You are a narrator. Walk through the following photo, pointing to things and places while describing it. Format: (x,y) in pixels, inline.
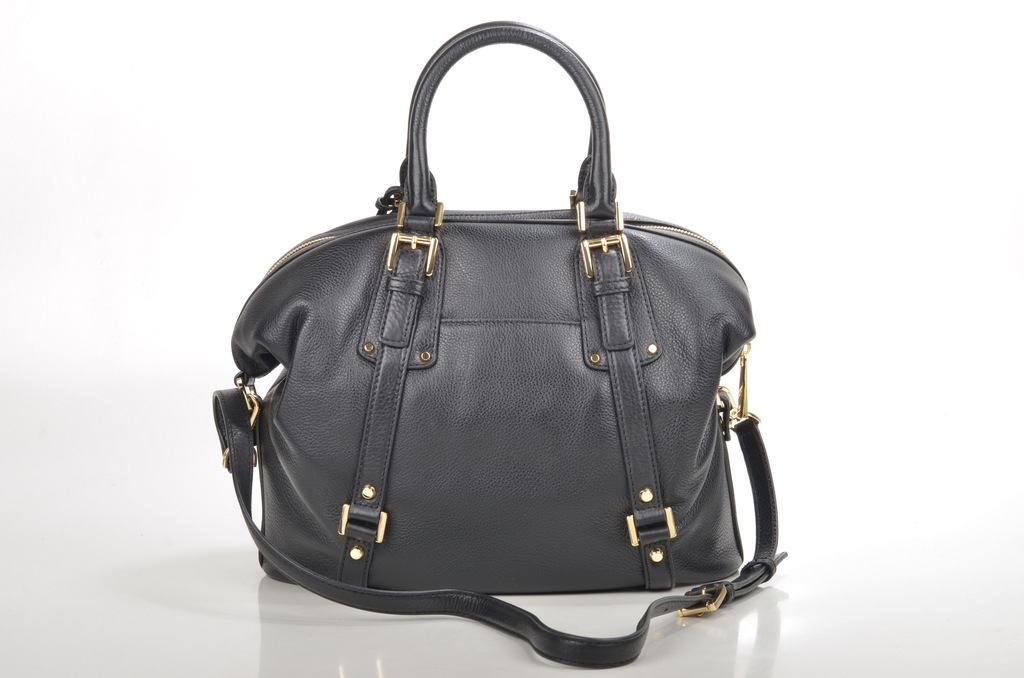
There is a beautiful black hand bag (409,363) on which gold color buckles (415,247) are placed and it has a zip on top of it and there is a U shaped handle (591,123) is there to hold the bag (604,153).
